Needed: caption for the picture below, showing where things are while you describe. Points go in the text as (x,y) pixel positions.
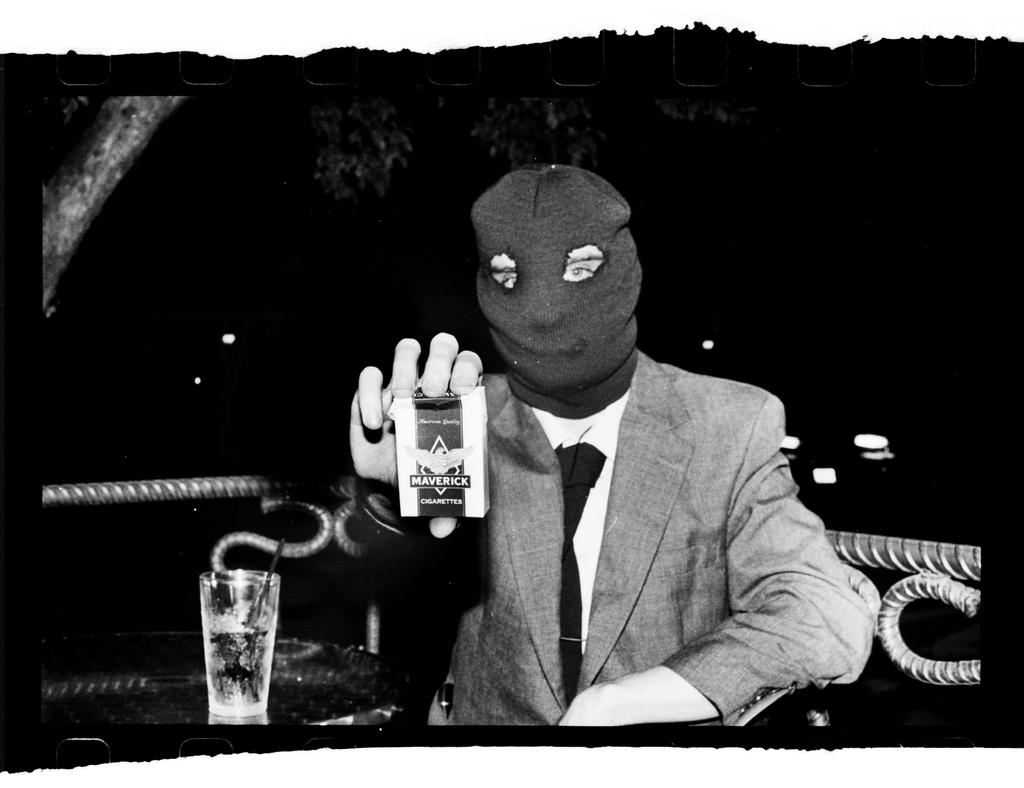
In this image we can see there is a person (668,567) sitting on the chair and holding a packet (475,442). At the side there is a table (298,694), on the table (282,651) there is a glass (238,602) with a straw (274,567). At the back (245,481) there is a fence (897,626) and a tree (532,123). And there is a dark background (189,411).
